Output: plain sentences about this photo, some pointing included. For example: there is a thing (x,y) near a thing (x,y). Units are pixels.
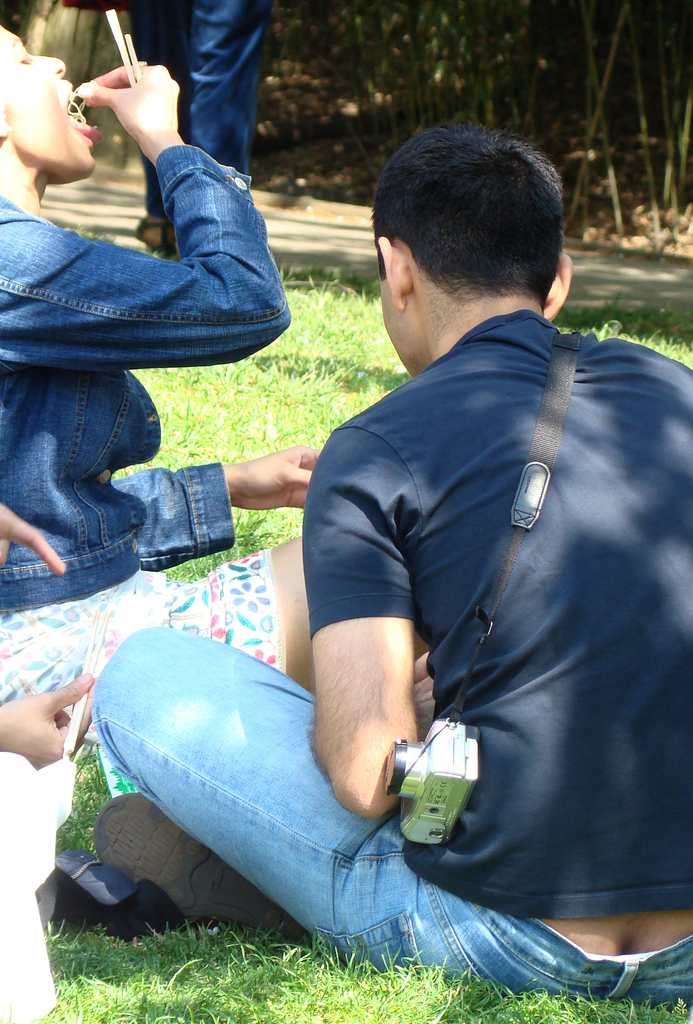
In this image, we can see some people (155,603) sitting on the grass (367,300), there is a person (211,65) standing and we can see the road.
